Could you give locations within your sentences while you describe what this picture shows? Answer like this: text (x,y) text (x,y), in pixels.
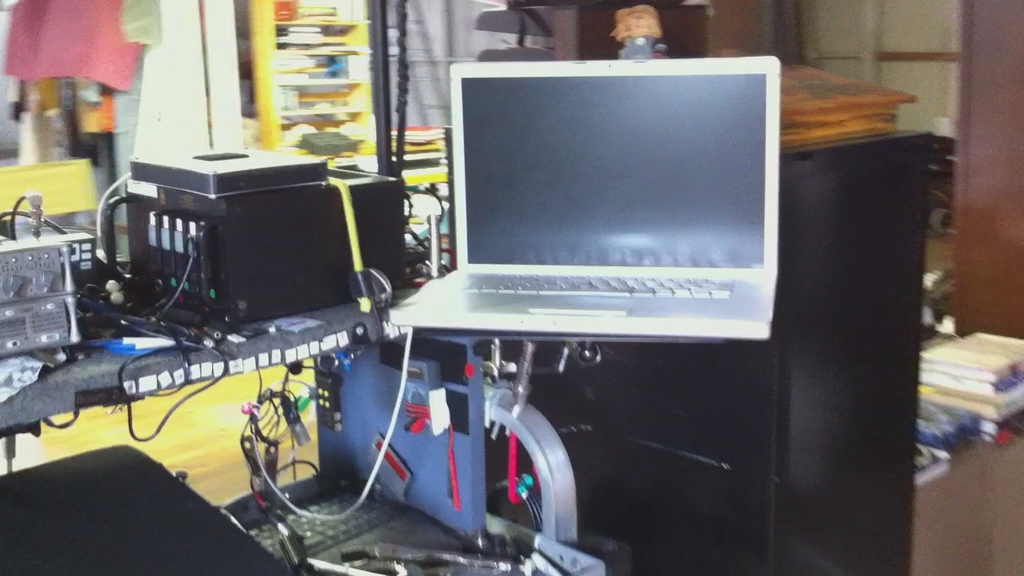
In this picture I can see a laptop (473,69), books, tables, cables (375,465), keyboard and some other objects (329,567).
